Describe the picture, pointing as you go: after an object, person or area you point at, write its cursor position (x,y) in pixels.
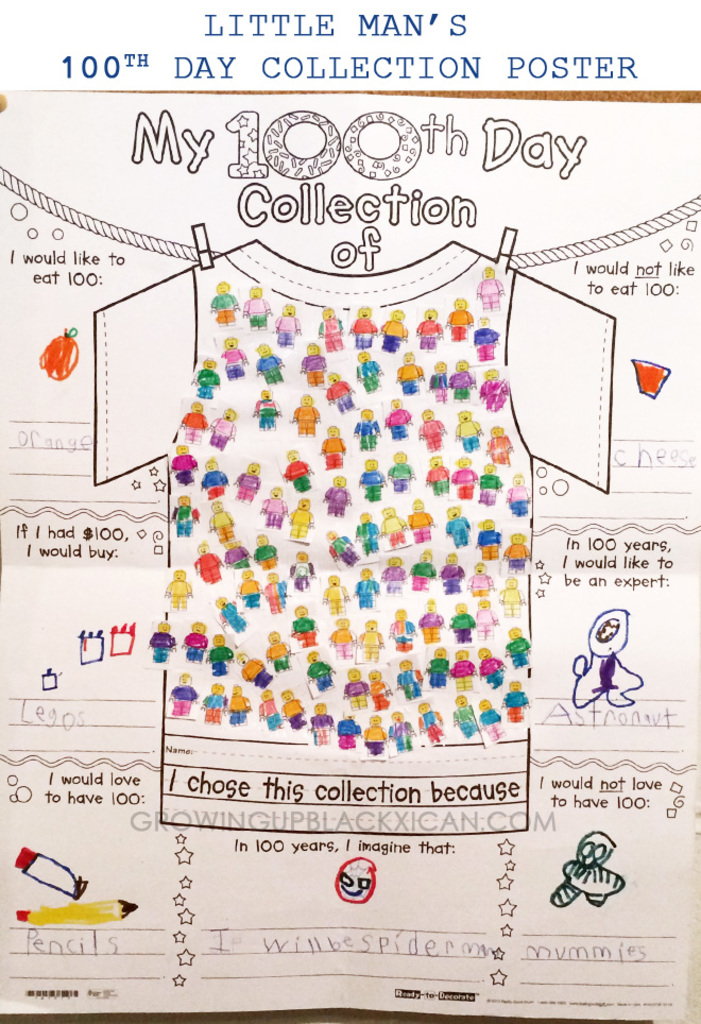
In the picture I can see the poster (590,221). On the poster (624,468) I can see the drawing (548,390) of a T-shirt (390,293). I can see the drawing (400,581) of toys (361,430) on the T-shirt (473,516). I can see the drawing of other objects (127,905) on the left side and the right side as well.
